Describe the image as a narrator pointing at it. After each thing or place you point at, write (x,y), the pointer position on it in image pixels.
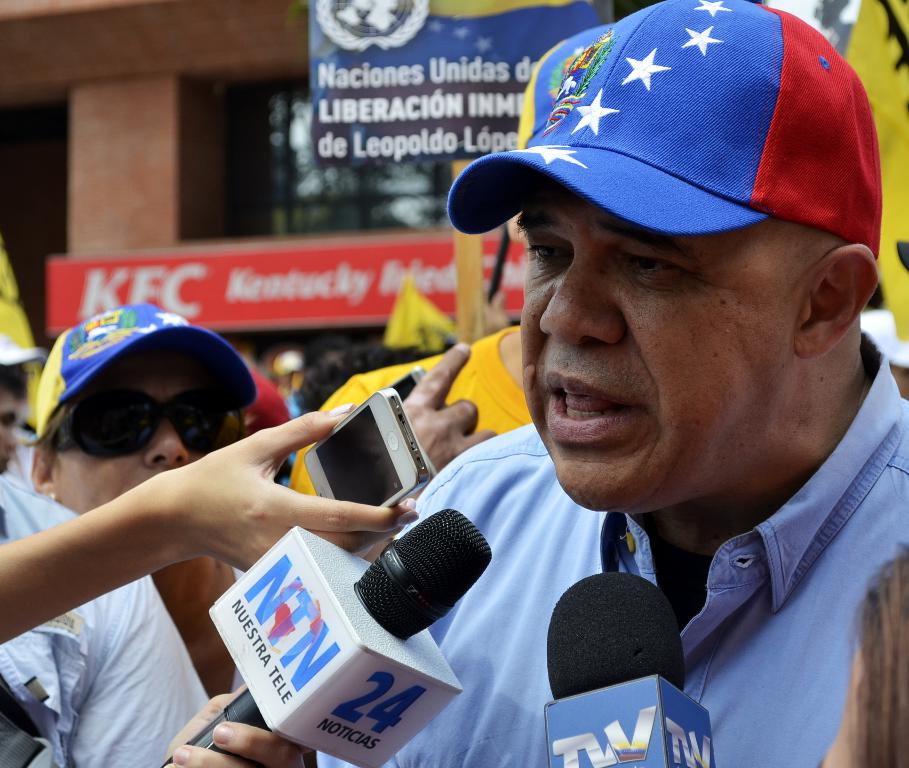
Bottom left side of the image (294,654) there are some microphones (308,729) and there are some hands (256,503). In the hands (298,430) there are some electronic devices (390,427). Bottom right side of the image (707,601) a man (697,71) is standing. Behind him few people (514,360) are standing. Top left side of the image (200,166) there is a building (186,180), on the building (217,136) there are some banners (412,5).
